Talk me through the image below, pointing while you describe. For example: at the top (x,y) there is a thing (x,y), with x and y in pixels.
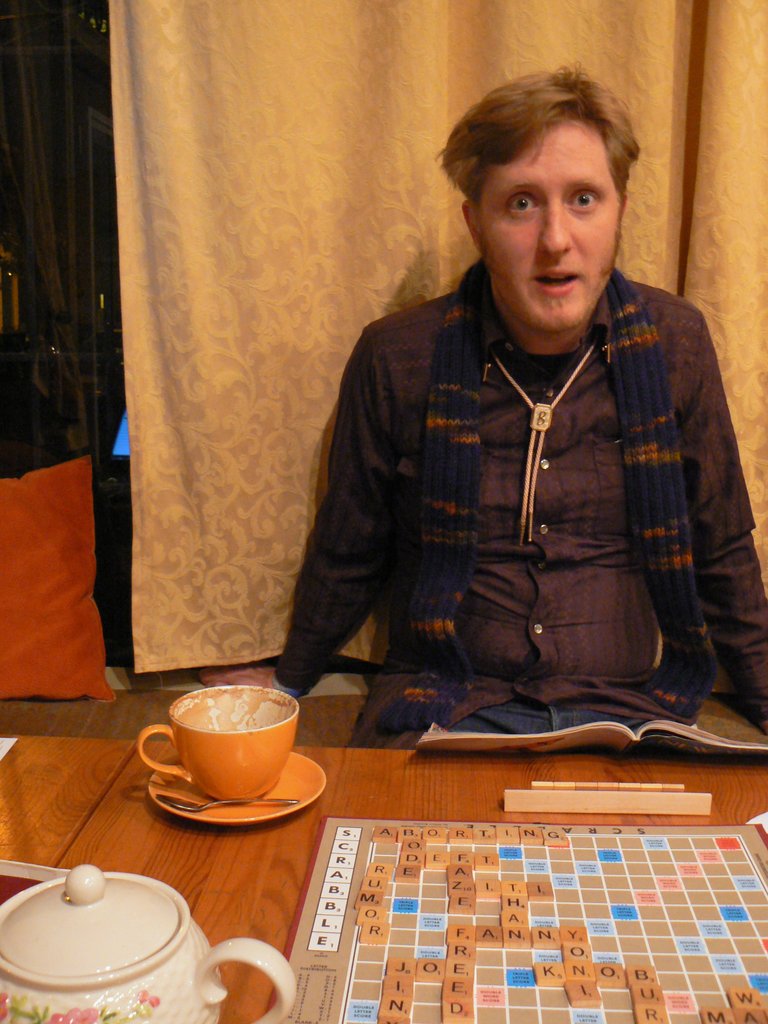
In the image we can see a man (509,556) wearing clothes (633,537), he is sitting. There is a book (602,722), tea cup (239,753), saucer (242,810), spoon (228,804) and tea pot (104,951). There is a board (652,878), curtains (182,570), pillow (76,614) and this is a wooden surface (62,792).
